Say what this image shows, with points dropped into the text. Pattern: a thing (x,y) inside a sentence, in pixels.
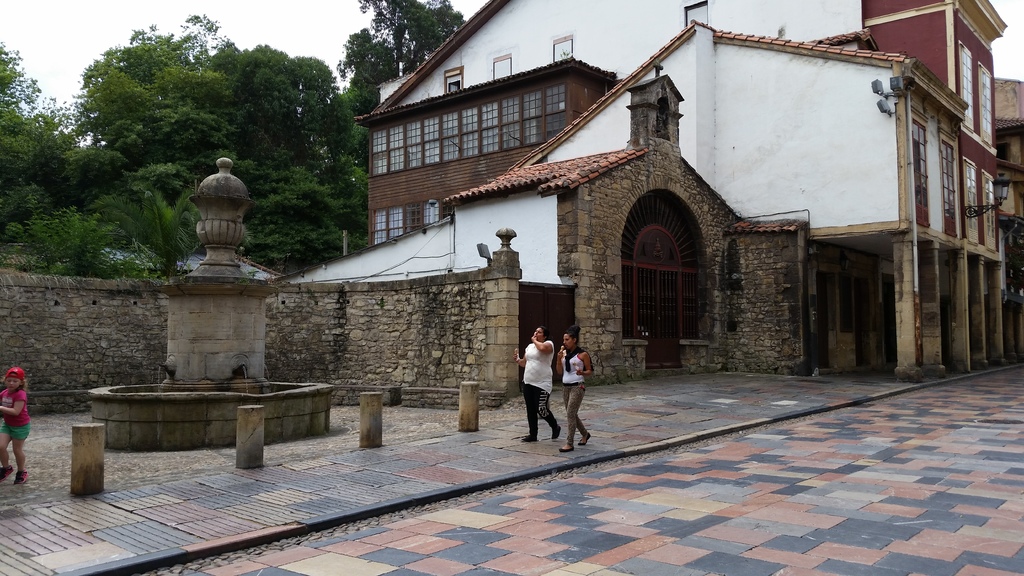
In this picture we can see trees (191,96), sky (181,5), people (555,428), water fountain (214,403), building (610,251), grille (627,297), light (1003,192) and pillars (975,316).
